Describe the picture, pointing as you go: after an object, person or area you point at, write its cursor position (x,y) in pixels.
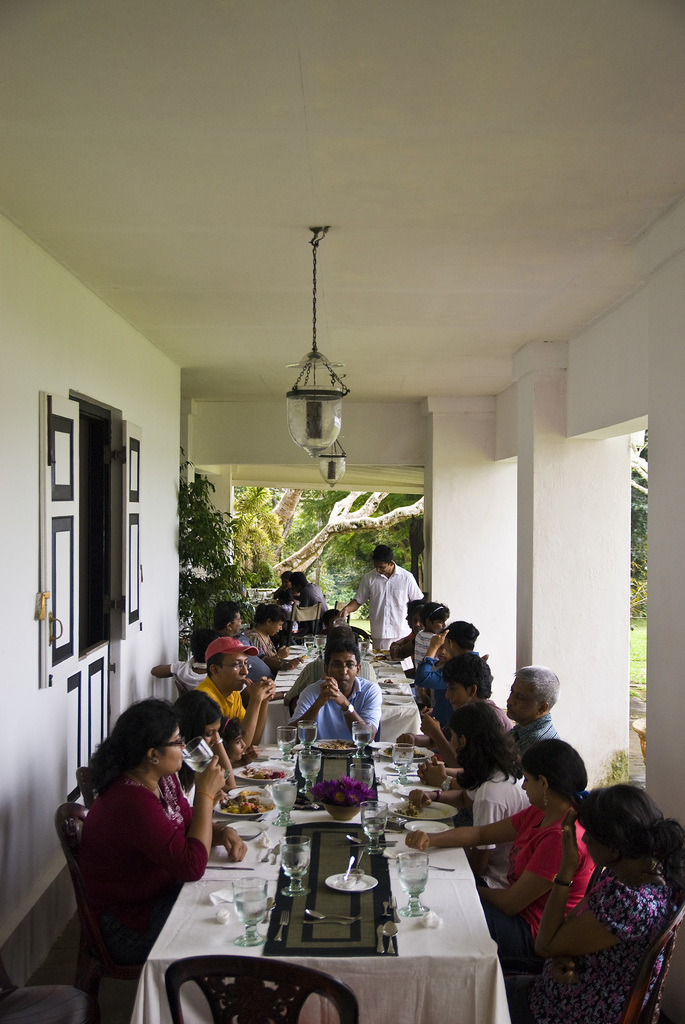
In the image we can see group of people (180,710) were sitting on the chair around the table (450,896) having their food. And in the center (394,614) we can see one man (385,554) is standing. On table (439,903) they were food items (332,742), coming to the background (363,526) there is a pillar (461,544) and some trees (331,504).
